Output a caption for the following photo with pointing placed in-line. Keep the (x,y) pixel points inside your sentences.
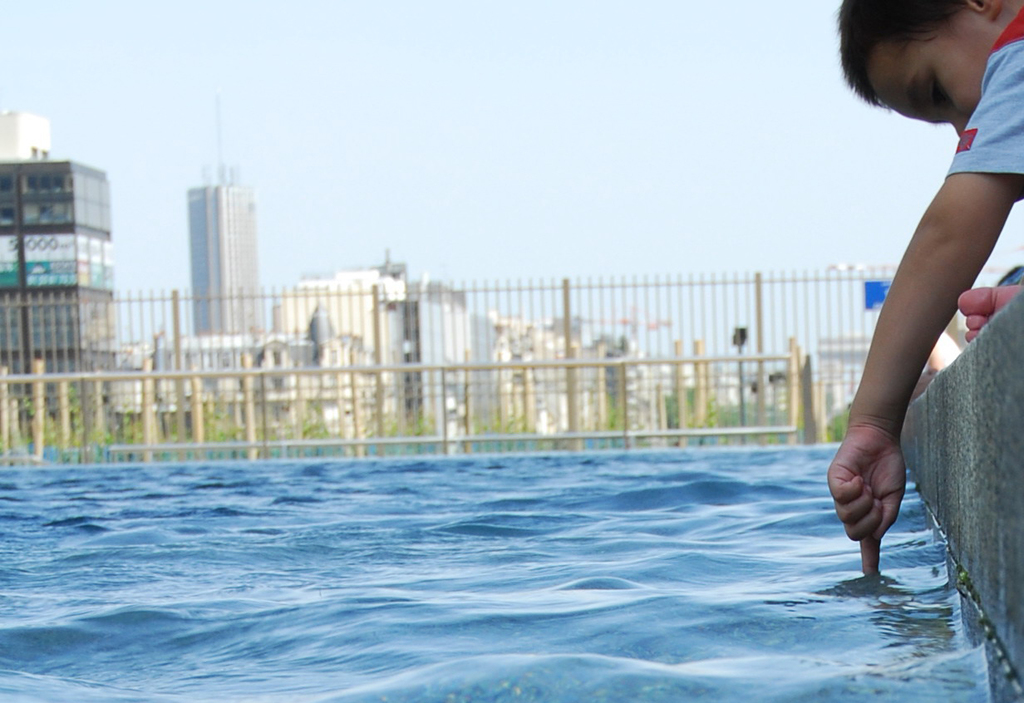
In this picture we can see water (401,599) at the bottom (376,609), on the right side (937,274) there is a kid (978,169), we can see fencing (376,332) and plants (769,422) in the middle (652,401), in the background (361,354) there are some buildings (366,285), there is the sky (617,57) at the top of the picture (588,72).
